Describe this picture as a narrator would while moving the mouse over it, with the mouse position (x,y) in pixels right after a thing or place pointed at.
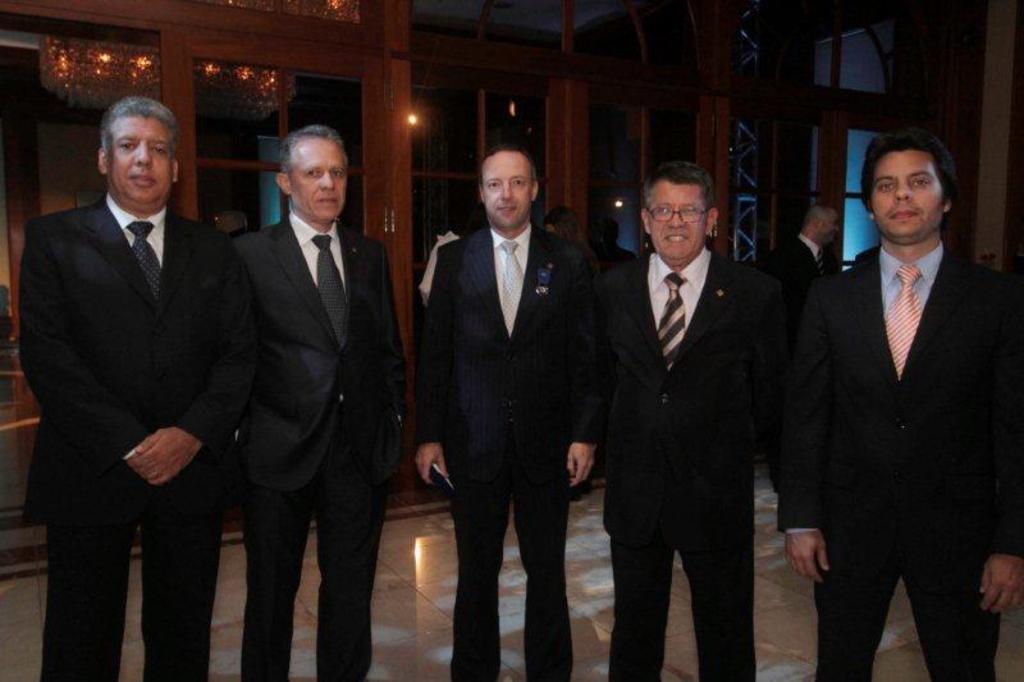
In this image we can see five men (662,328) are standing. They are wearing suits (251,356). In the background (358,105), we can see chandelier (201,68), people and glass doors (218,130).
